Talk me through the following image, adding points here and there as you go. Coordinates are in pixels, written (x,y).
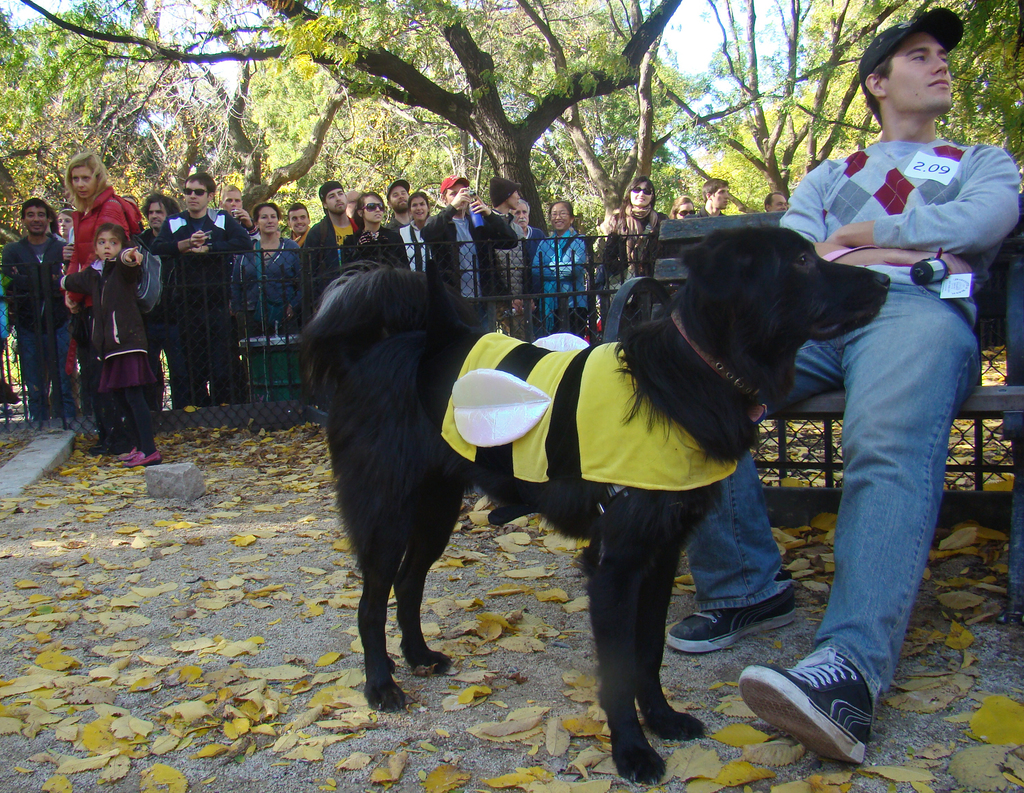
in this image we can see a dog (404,522) which is in black color in the middle of the image (373,337) and to the side we can see a person (964,378) sitting on the bench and there are some people (188,306) in the background (205,283) and in front there is a fence (629,274). We can see some trees (612,21) and there are some dried leaves (747,766) on the ground (921,647).
